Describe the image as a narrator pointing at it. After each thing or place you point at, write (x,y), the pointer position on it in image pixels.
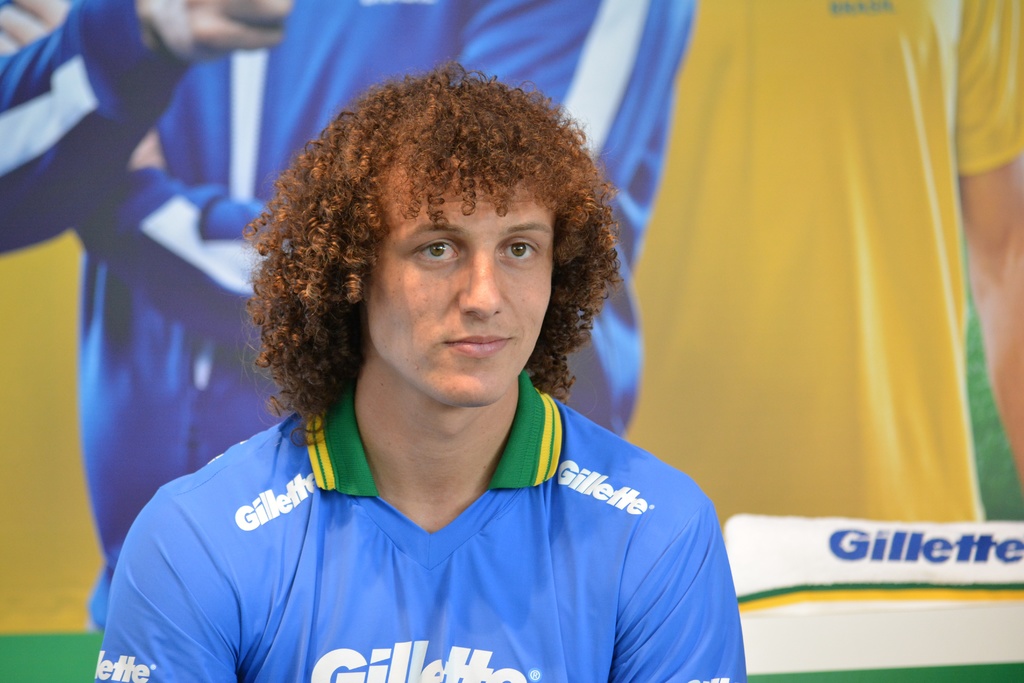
In this image we can see a person (462,311) with curly hair (418,188) wearing blue color t-shirt (378,587), behind him there is a poster (945,348).
